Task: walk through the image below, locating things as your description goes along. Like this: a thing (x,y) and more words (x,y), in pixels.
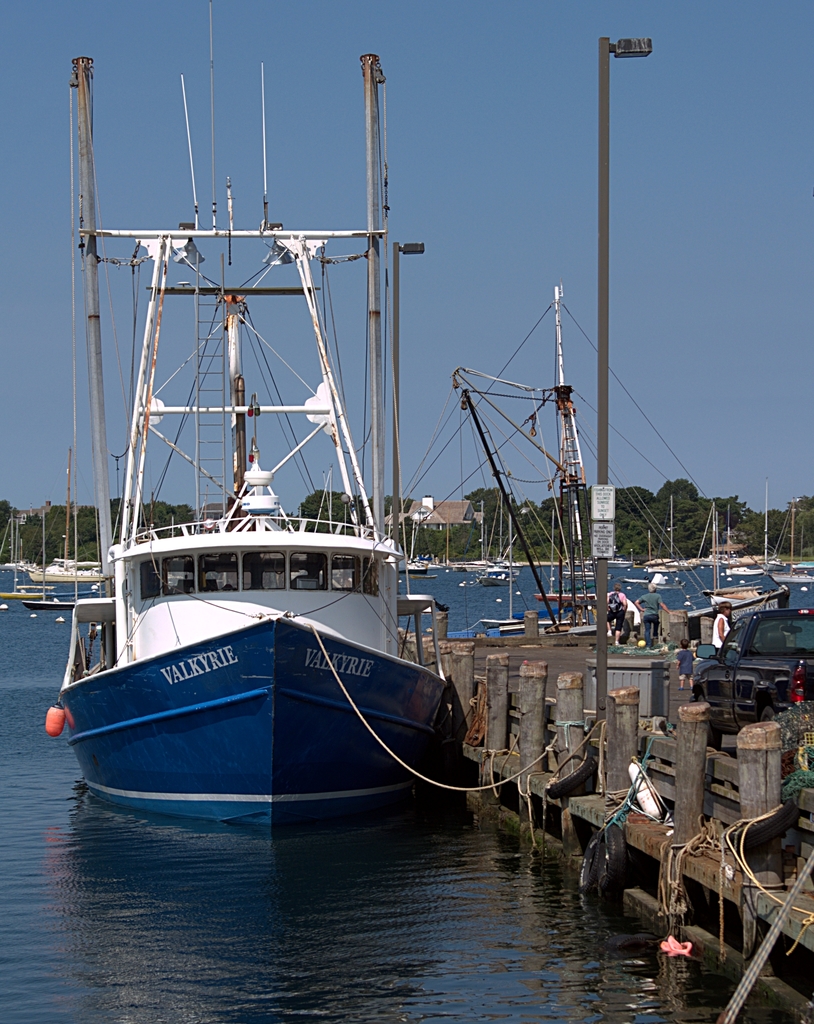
In this image I can see in the middle (349,673) there is a boat (349,673) in the water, on the right side (647,740) it looks like a bridge (626,715), there are people (650,604) on this bridge (686,719) and there is a vehicle (705,698). At the back side (487,521) there are trees (498,518) and at the top (505,166) there is the sky (505,166).
